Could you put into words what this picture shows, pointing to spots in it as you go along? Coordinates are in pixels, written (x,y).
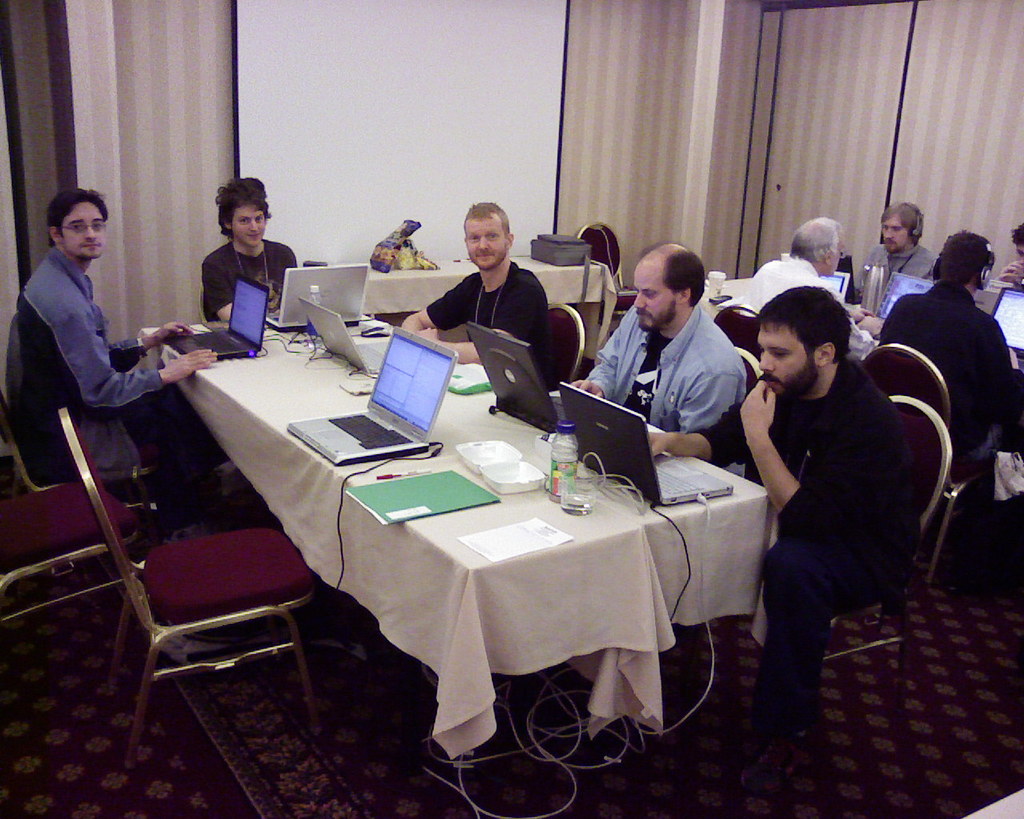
On the background (662,66) we can see wall (565,125) and cupboards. Here we can see few persons (687,255) sitting on the chairs (18,500) in front of a table (323,523) and on the table (358,574) we can see laptops (585,412). This is a floor carpet (315,763).
